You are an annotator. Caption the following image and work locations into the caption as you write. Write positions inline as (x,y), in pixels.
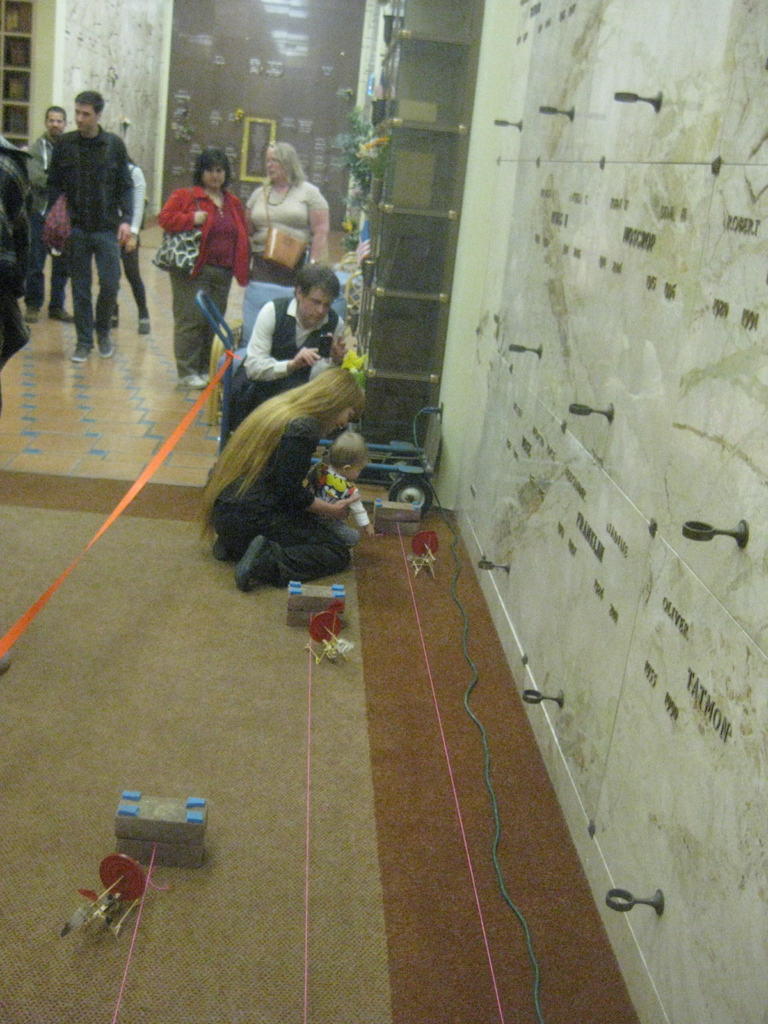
In this image we can see a group of people (350,446) on the floor (362,644). In that a woman (329,519) is sitting on her knees (312,555) holding a baby (337,537). We can also see a ribbon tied to a chair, some objects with ropes (307,853) placed on the floor (315,717), a photo frame (250,174) on a wall (226,153) and the racks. We can also see the metal handles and some text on a wall (665,753).
